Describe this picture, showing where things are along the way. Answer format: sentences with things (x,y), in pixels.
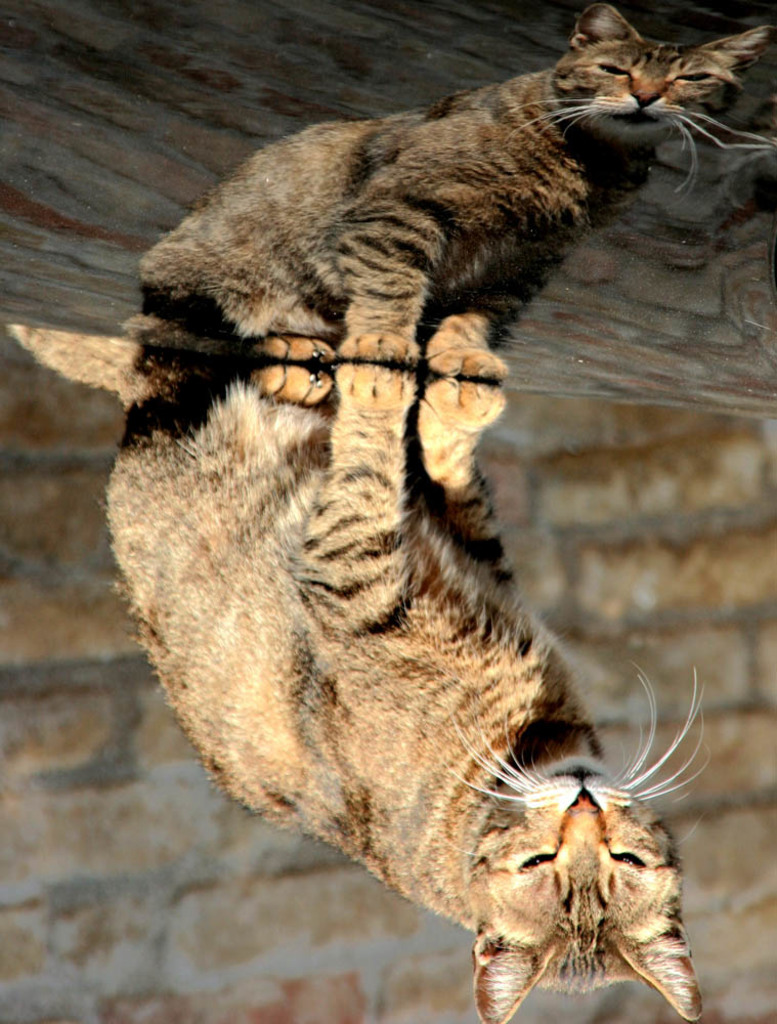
In this image we can see a cat (434,657) and a wall (288,855). We can see the reflection (457,227) of a cat (443,190) and a wall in the image.
